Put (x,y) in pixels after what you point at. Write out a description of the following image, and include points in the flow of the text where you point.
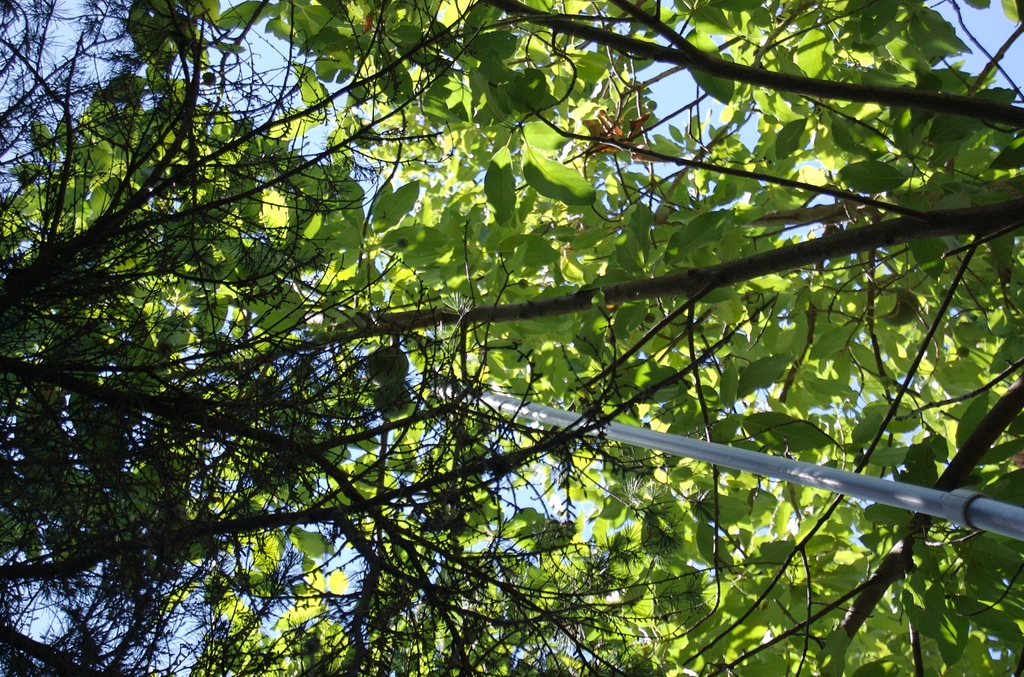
There are branches (503,318) of a tree (590,204) which has green leaves (455,242) to it and there is a pole (736,458) in between it.
